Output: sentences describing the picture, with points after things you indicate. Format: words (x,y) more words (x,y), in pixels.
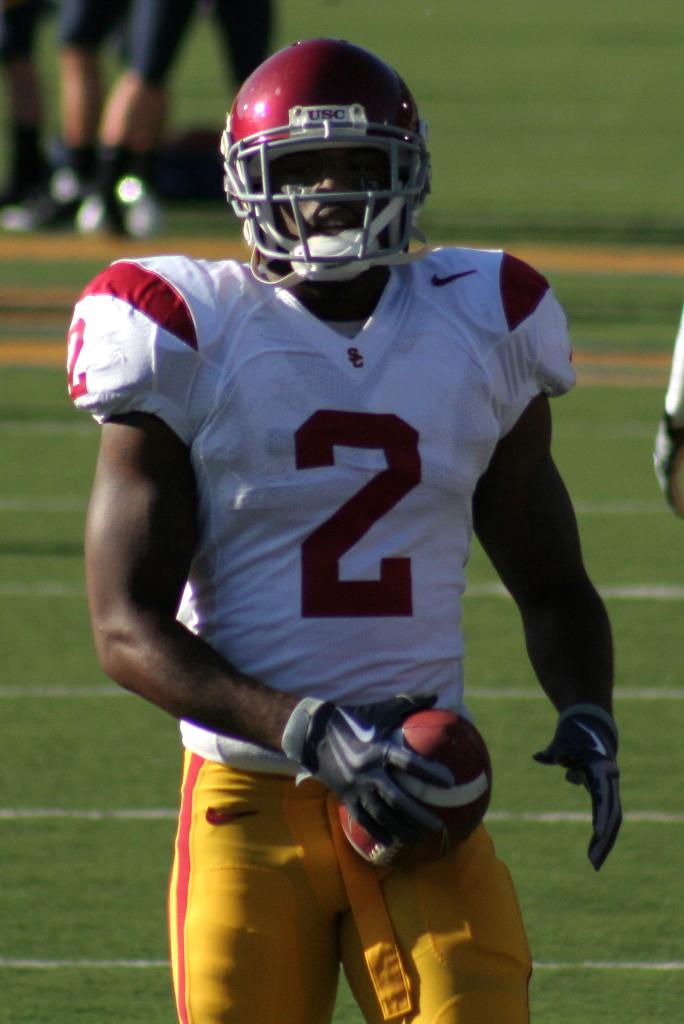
In this picture we can see a man (230,651) and he is holding a ball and in the background (38,625) we can see the ground (34,637) and legs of few people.
